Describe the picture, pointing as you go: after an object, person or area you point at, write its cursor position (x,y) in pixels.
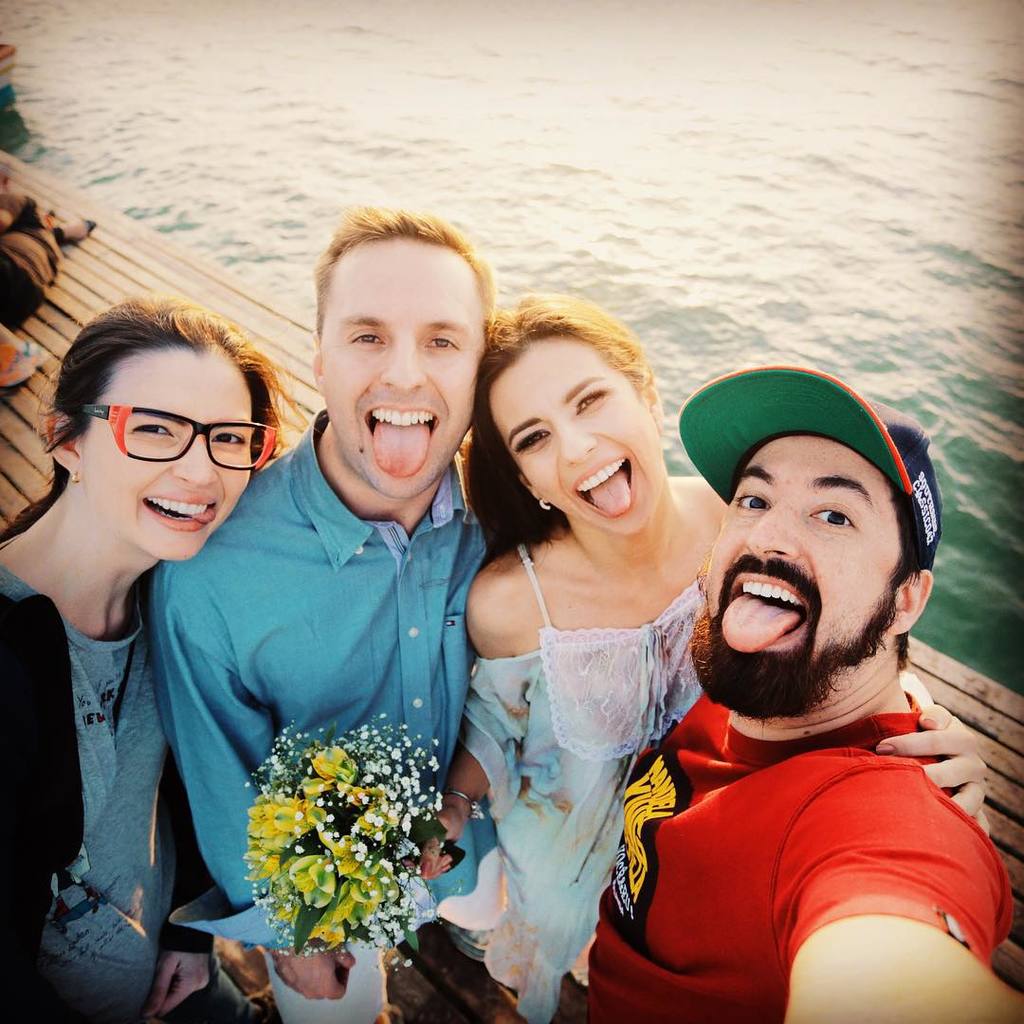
In the image we can see there are people (428,704) standing and a woman (475,774) is holding a flower bouquet (403,856) in her hand (465,802). The flowers (350,834) are in yellow colour and there is a man (850,419) wearing cap (801,406). The people (860,406) kept their tongue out and behind there is water (506,113).
